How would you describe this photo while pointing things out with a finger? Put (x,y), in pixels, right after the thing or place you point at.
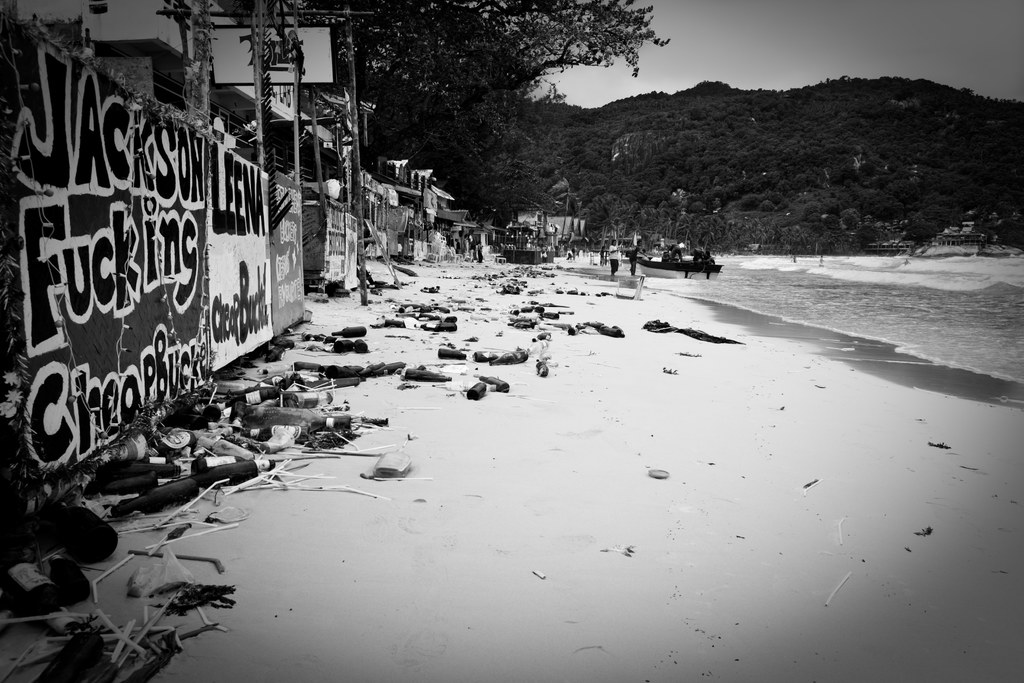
In this picture we can see a wall (150,279) on the left side (186,278), on the right side (971,299) there is water (906,323), we can see a boat (702,271) here, there are some people (617,253) standing here, in the background (742,157) there are some trees (451,68), we can see a board (316,47) here, there are some bottles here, there is sky (808,63) at the right top of the image (879,41).
